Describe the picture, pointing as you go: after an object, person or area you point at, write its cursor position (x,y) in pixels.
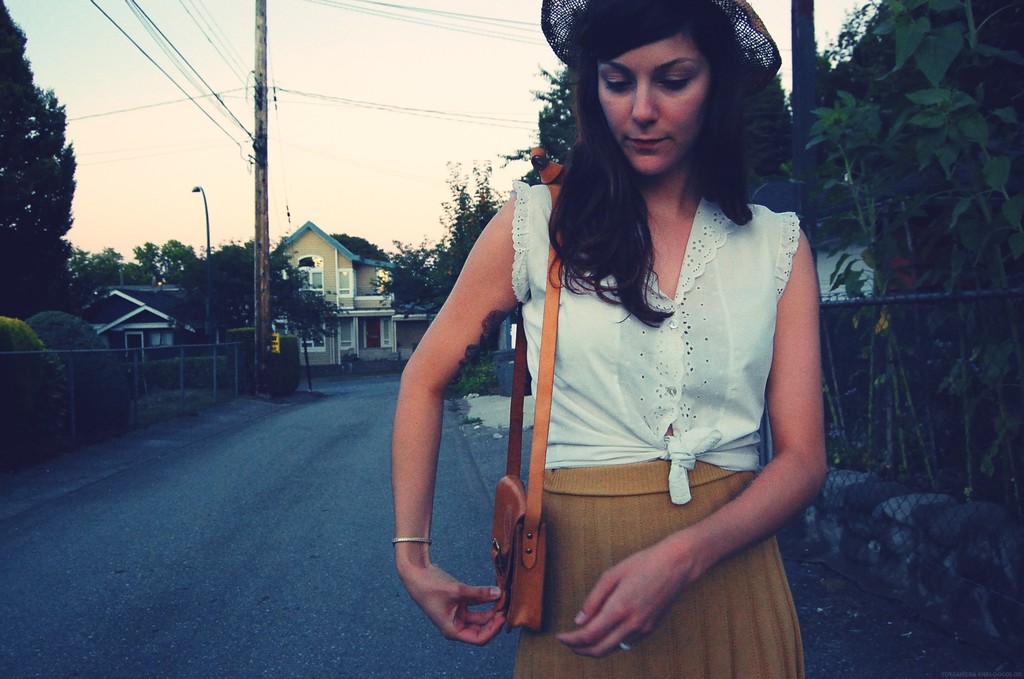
In this image we can see a person (684,390) wearing white color top (677,418), brown color bottom (641,511) carrying hand bag (552,185) standing and in the background of the image (351,337) there are some houses (318,286), there are some trees (271,297), plants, fencing (95,378) on left (238,291) and right side of the image (844,250) and top of the image (369,146) there are some wires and clear sky (320,71).
